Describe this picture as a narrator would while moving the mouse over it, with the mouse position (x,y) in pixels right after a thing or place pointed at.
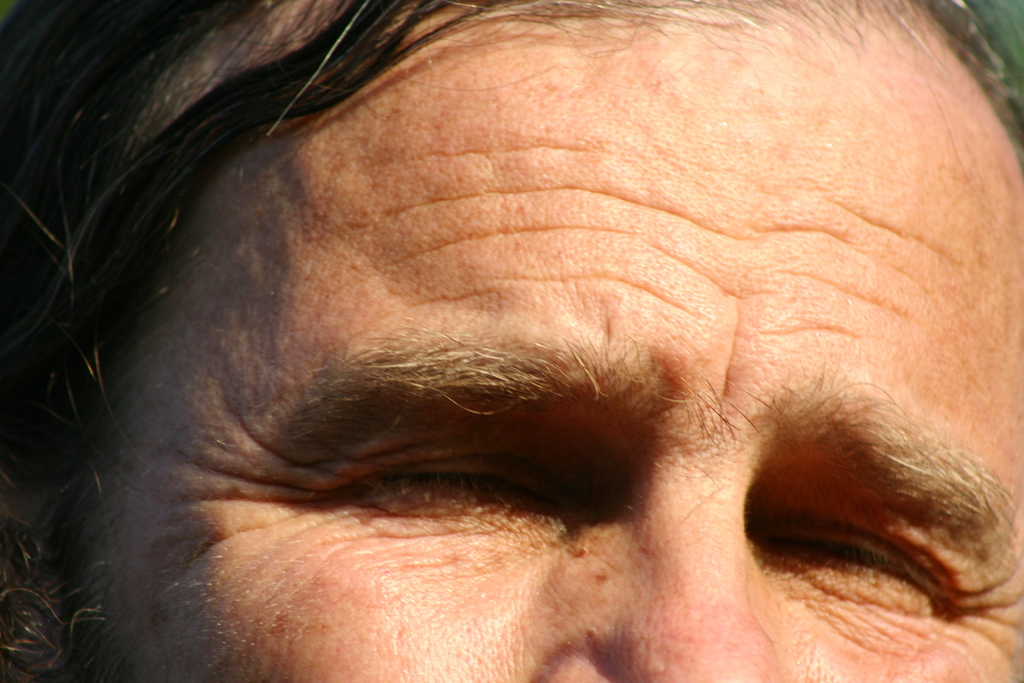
In this image we can see the head (630,332) of the person (542,485), there are eyes (527,515), hair (246,68) and some part of the nose (759,588).
